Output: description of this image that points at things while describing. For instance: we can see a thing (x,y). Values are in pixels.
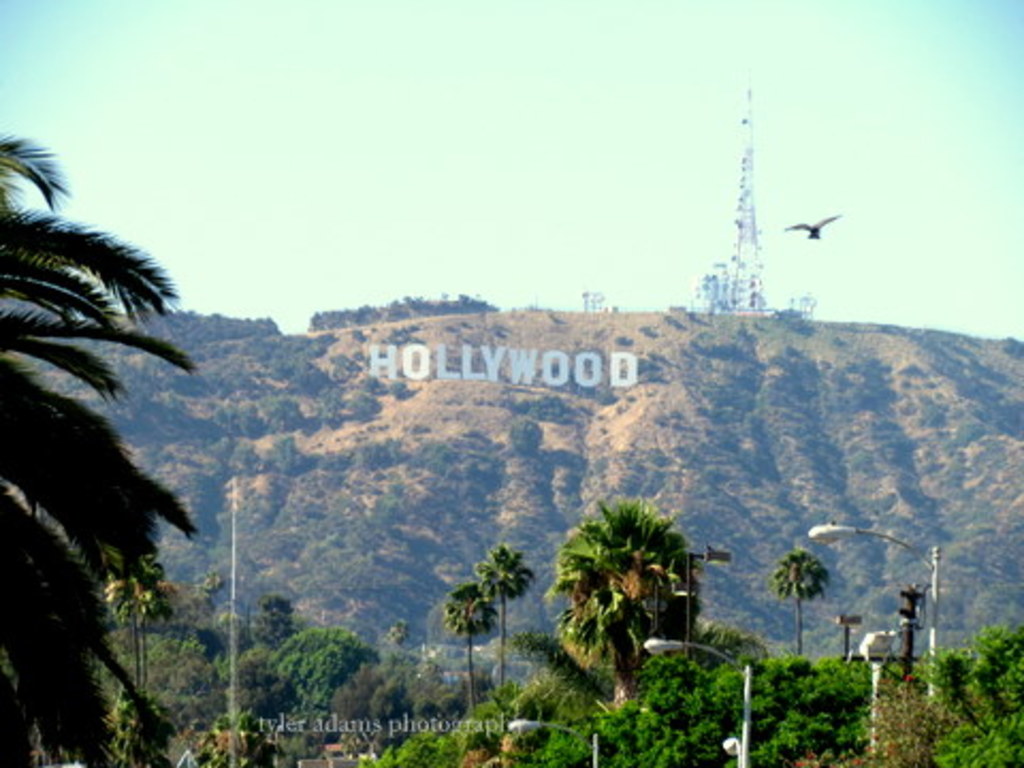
In the background (742,187) we can see the sky (568,300), tower (742,184) and few objects (742,314). In this picture we can see the thicket (808,452). We can see a bird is flying. At the bottom portion of the picture (819,699) we can see the lights (730,751), poles (747,760), trees (834,754) and watermark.
